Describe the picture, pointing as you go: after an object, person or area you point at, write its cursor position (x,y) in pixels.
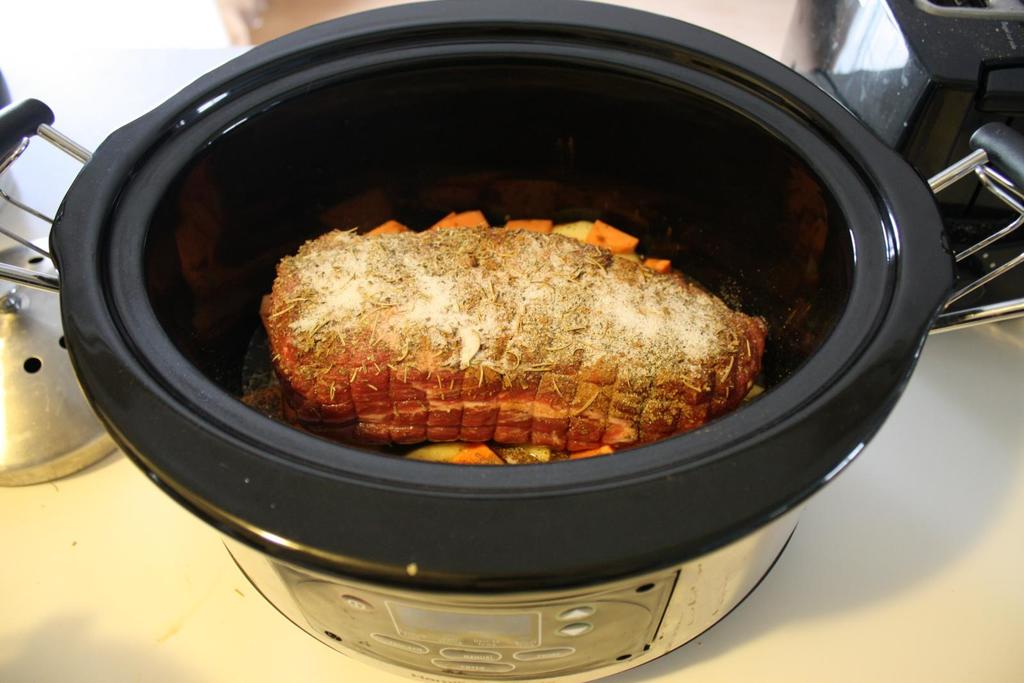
In this picture, we can see a bowl (599,561) on an object (758,576) and in the bowl (410,530) there are some food items (467,382). Behind the bowl (561,189) there are other things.
